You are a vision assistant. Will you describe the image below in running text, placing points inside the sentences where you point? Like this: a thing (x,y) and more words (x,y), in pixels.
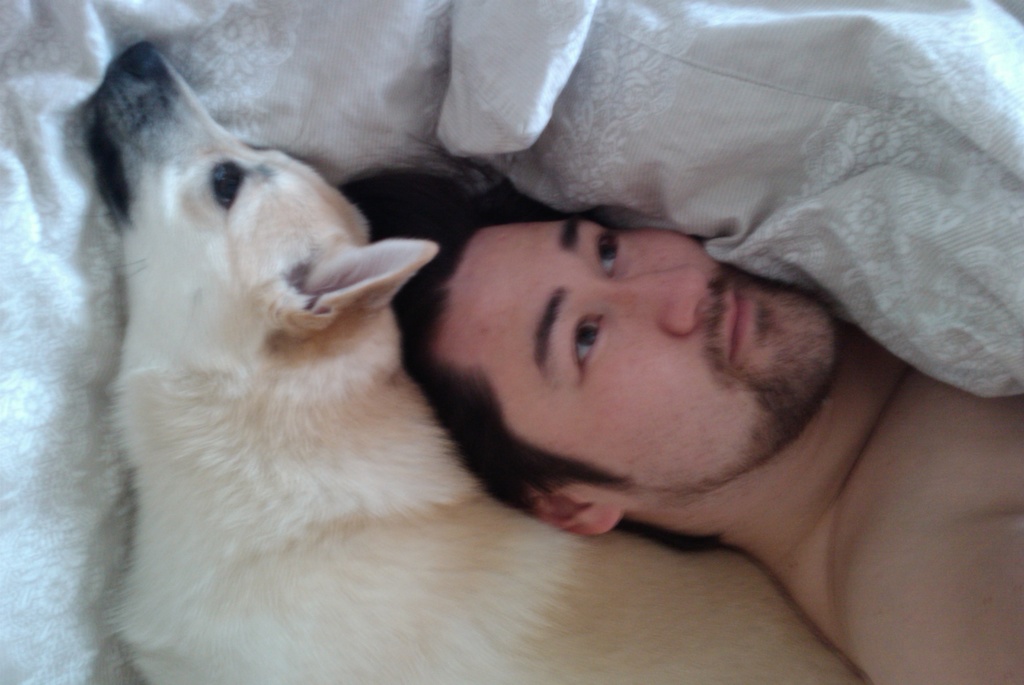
In this image I can see a person (762,564) and white color dog (415,479) lying on the bed (456,164). I can see a white color blanket (648,94).
